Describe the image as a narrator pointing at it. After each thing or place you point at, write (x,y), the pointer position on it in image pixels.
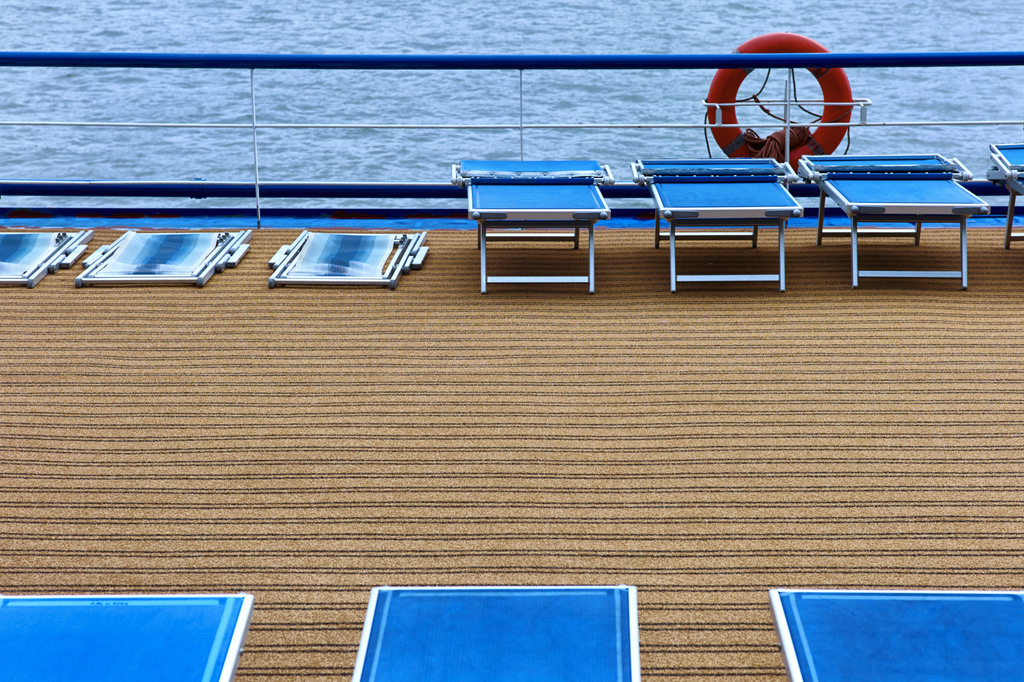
In the image in the center (512,282), we can see one life saver (836,84), fences (873,55), tables (776,217) and a few other objects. In the background (649,140) we can see water (466,140).
